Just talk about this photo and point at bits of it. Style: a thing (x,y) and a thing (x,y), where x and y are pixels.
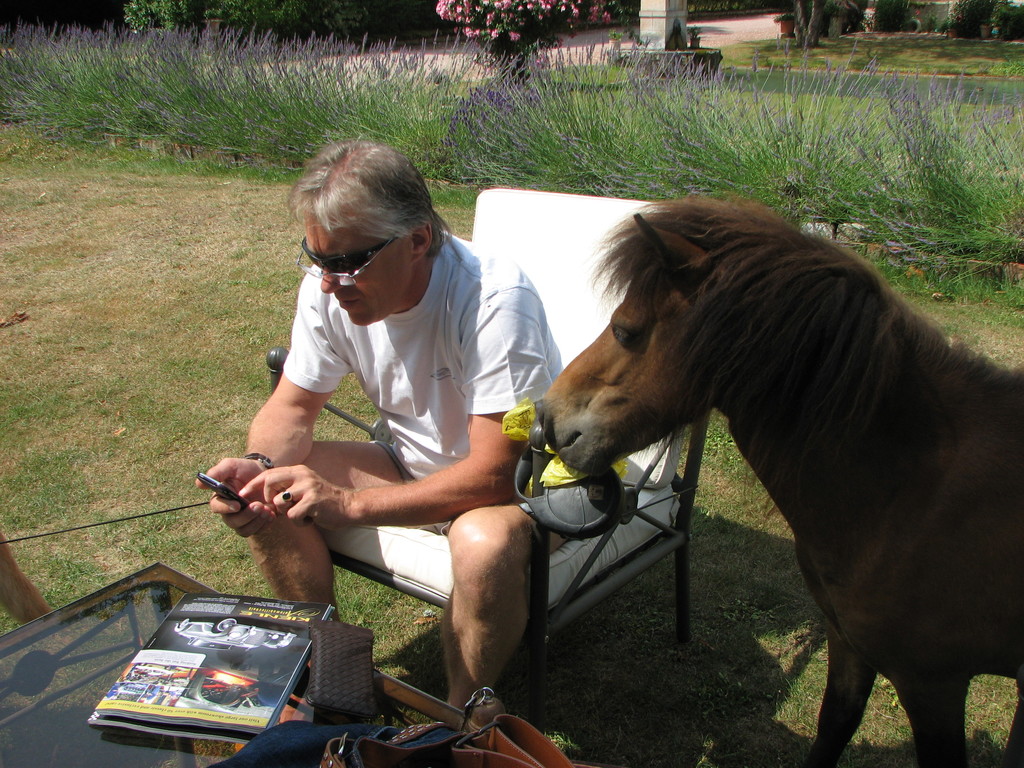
In this image there is a person (327,473) holding a mobile phone (213,481) is sitting on a chair (374,432), beside the person (456,430) there is a horse (838,450), in front of the person (273,577) on the table (58,704) there is a bag (368,688) and a book (218,643), there is grass (172,302) on the surface (182,300), behind the person (429,448) there is road surface (726,23).
